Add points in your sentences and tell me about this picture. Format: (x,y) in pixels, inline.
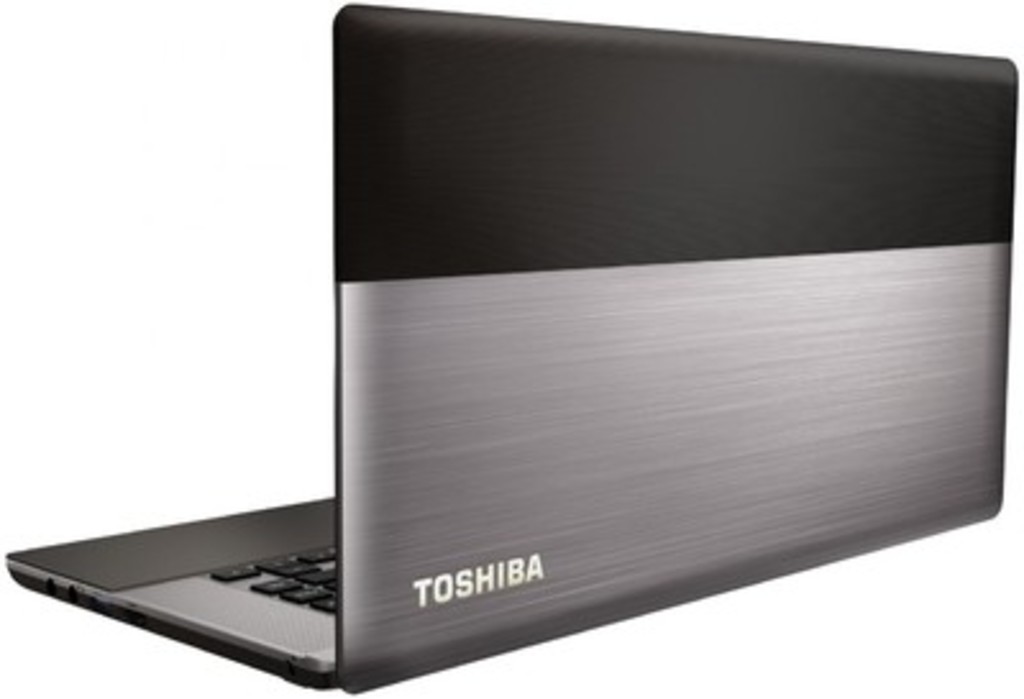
In this image there is a laptop (584,330).
